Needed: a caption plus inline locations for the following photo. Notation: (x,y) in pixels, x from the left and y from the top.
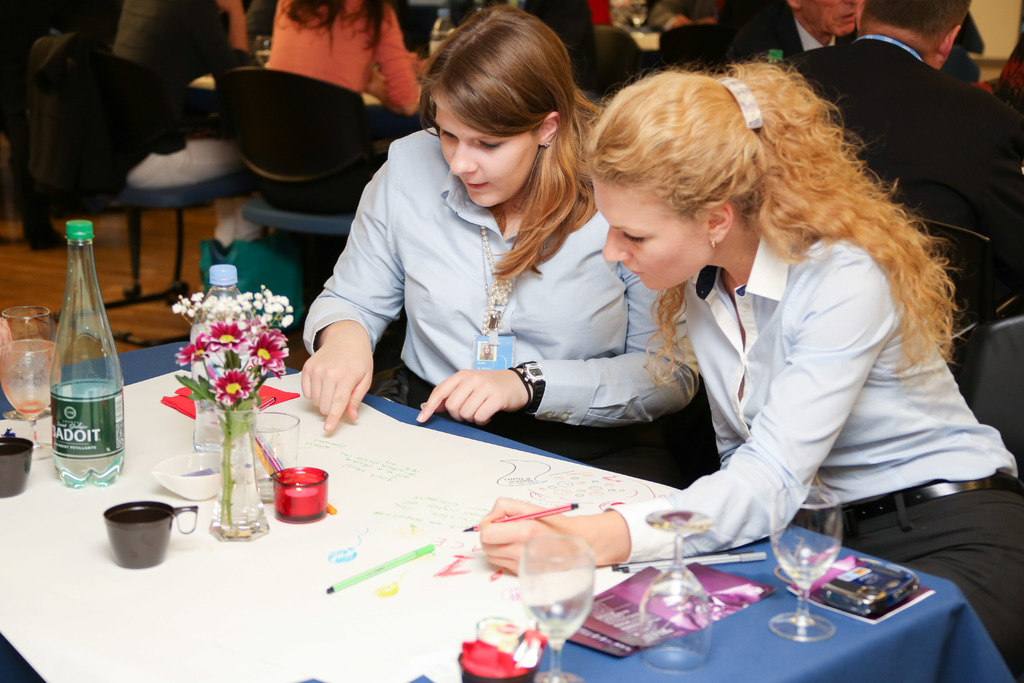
In this image we can see two persons (696,207) are sitting on the chair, and holding the pen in the hand (594,545), and here is the table (450,552) and glass (259,422) and bottle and some objects (252,395) on it, and at back (403,30) here are the group of persons (283,49) are sitting.
